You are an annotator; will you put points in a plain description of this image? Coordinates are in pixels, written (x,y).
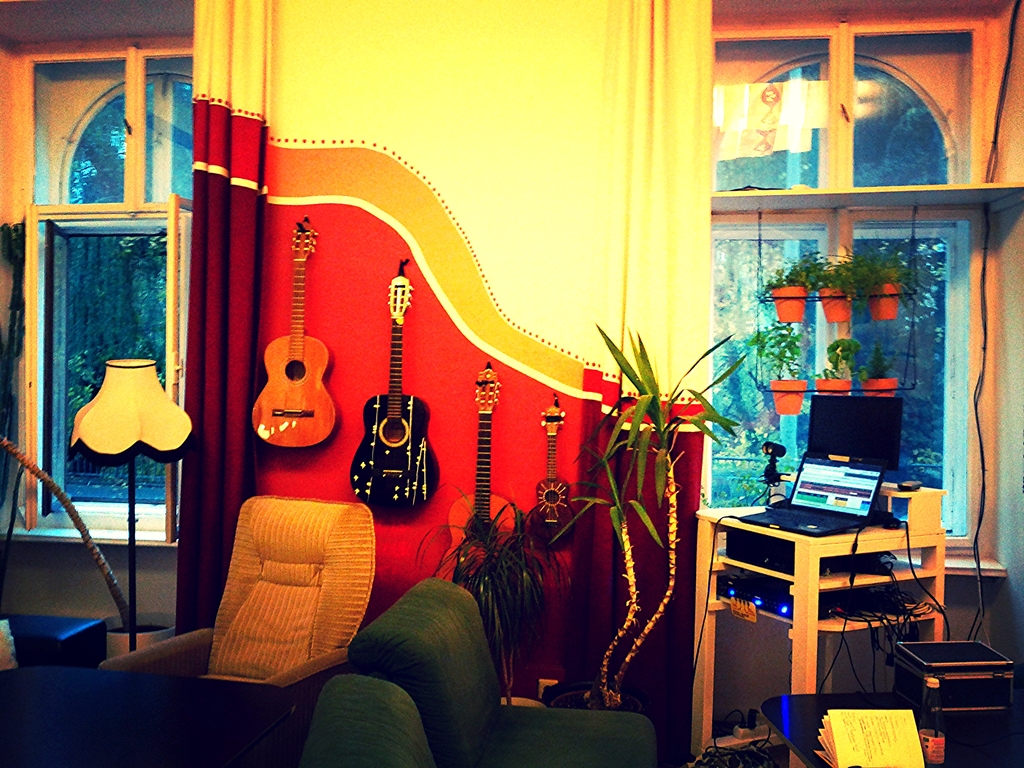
This is an inside view. On the bottom of the image (457,728) I can see the couches (369,725). In the background (445,208) there is a curtain (264,173) and few guitars (413,456) are attached to the wall (554,323). On the right (843,260) and left side of the image (122,296) there are two windows (125,294). Few flowers pots (786,306) are hanging to that window (844,261). On the right corner of the image (834,694) there are two tables (810,678). On the tables (819,623) I can see a laptop (823,521), book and some devices (780,585).
